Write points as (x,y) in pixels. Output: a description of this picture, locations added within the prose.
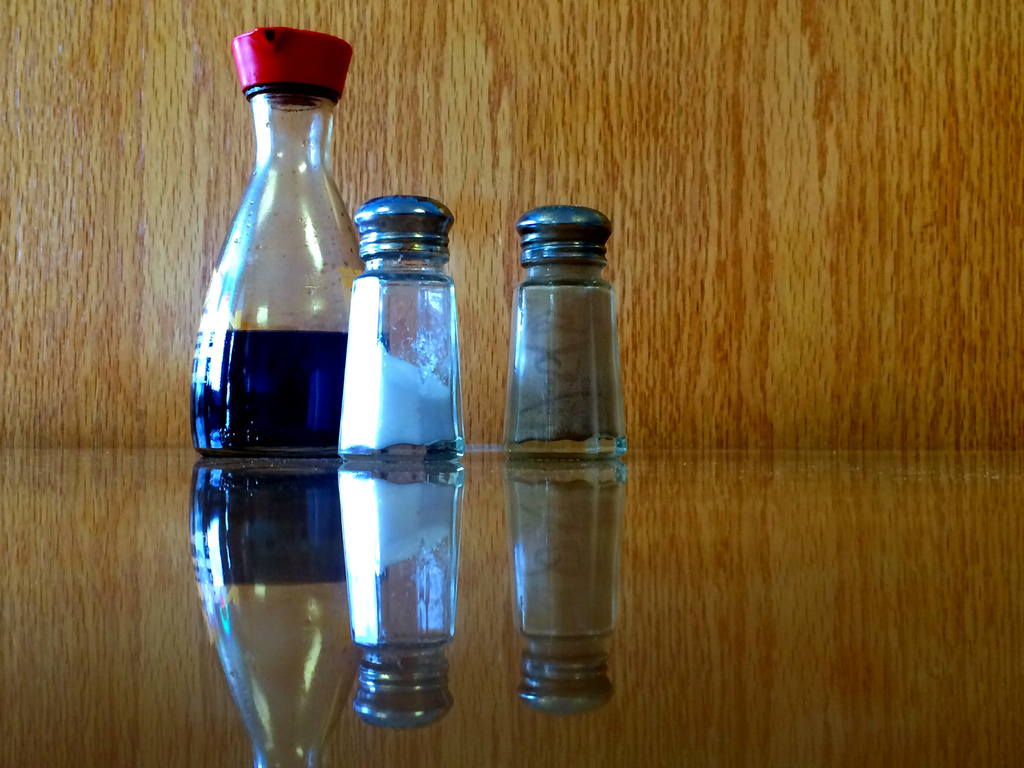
In this image we can see a bottle (335,298) and some containers (517,365) placed on the surface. In the background (487,364), we can see wooden wall (779,271).
